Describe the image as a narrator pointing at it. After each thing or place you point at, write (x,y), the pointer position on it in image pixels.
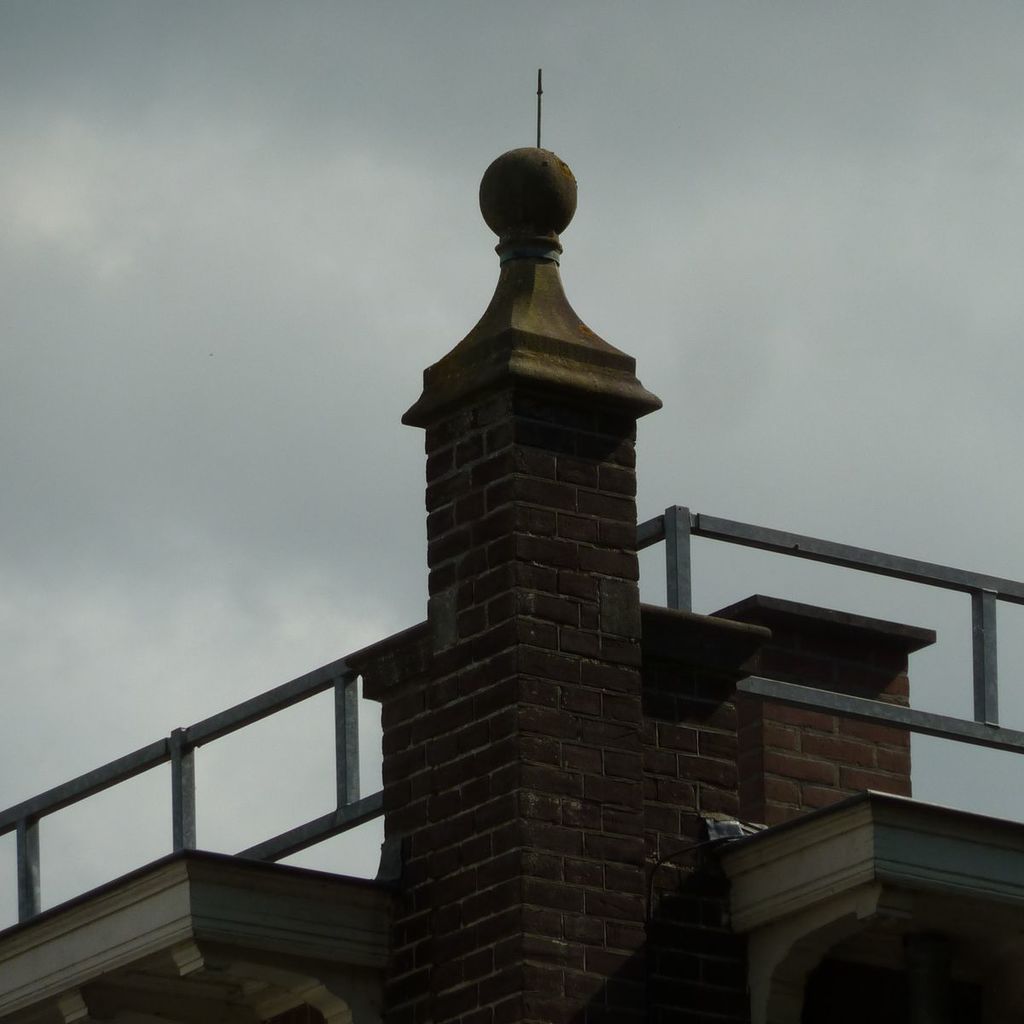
In this image I can see a building (702,1010), railings (344,712), clouds (951,45) and the sky (122,565).
